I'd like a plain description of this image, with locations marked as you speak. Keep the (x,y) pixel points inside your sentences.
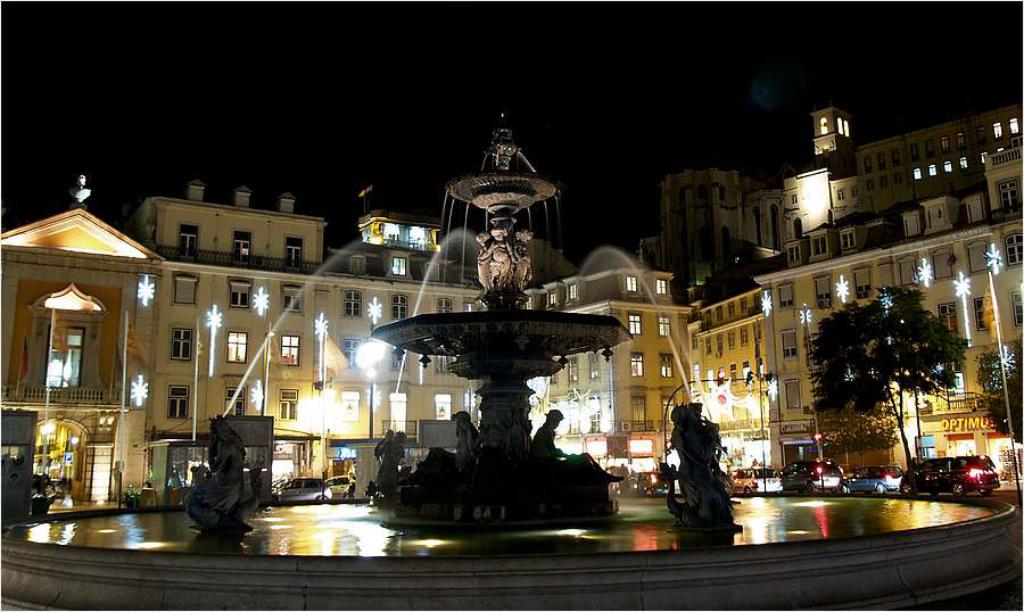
In this picture we can see a fountain (492,489) and water (434,538). Behind the fountain (533,344), there are buildings (199,260) and vehicles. Behind the buildings (369,254), there is the dark background (411,85). On the right side of the image (934,382), there are trees (935,370).
